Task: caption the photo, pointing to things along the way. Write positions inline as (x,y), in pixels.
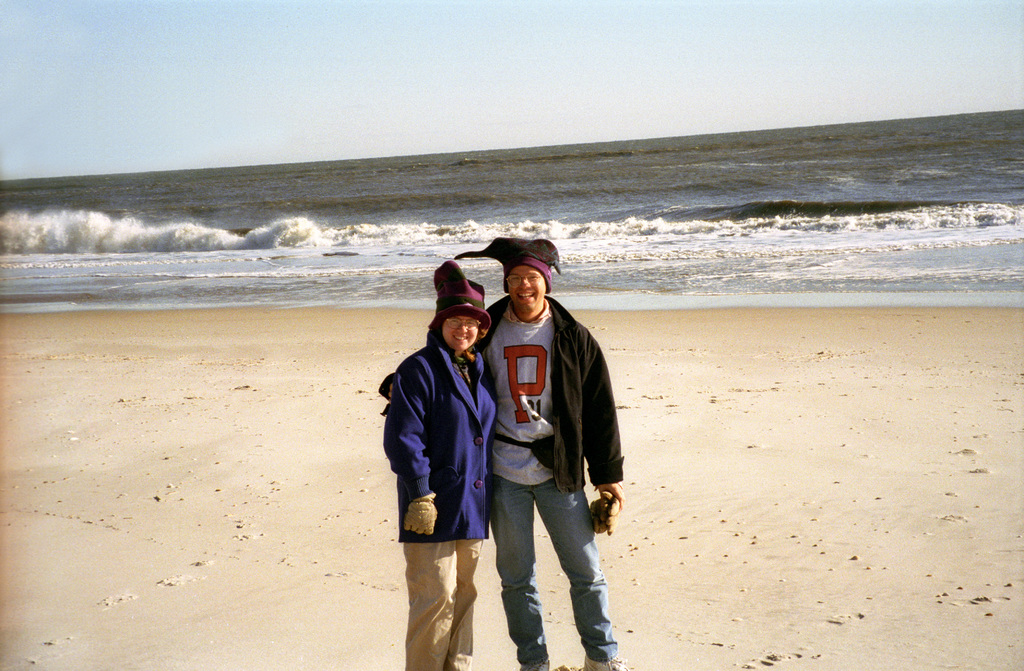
In this image, we can see people (518,377) standing and are wearing coats (470,507), caps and one of them is wearing glove (431,508) and the other is holding gloves (605,512). In the background (582,208), there is water (501,184) and at the bottom (729,553), there is sand (725,582).
